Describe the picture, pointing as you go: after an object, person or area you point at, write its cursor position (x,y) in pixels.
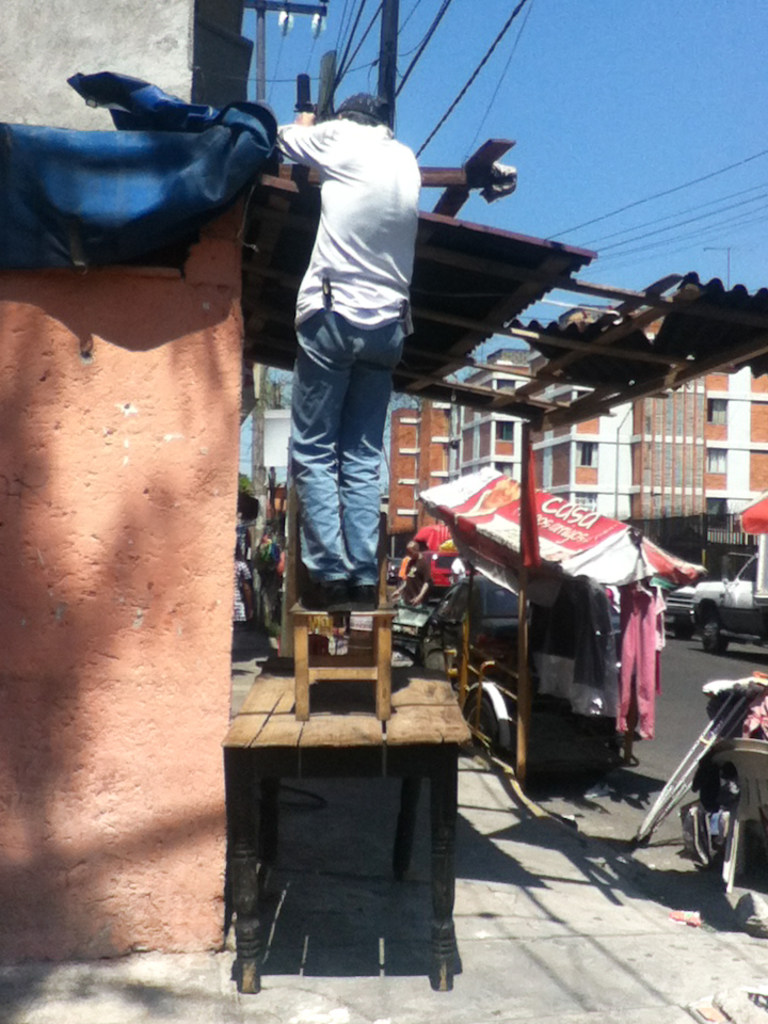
This picture is clicked outside the city. Man (342,247) in white t-shirt (350,220) and blue jeans (345,440) is standing on chair (301,664) which is placed on table (273,754). Beside him, we see a red wall (131,339) and blue cover (140,183) and on background (694,431), we see buildings (739,431) and sky (645,146) and in the middle of the picture (488,545), we see hoarding board (543,521) on which some text (578,515) is written and vehicles (693,625) are moving on the road (679,650).
